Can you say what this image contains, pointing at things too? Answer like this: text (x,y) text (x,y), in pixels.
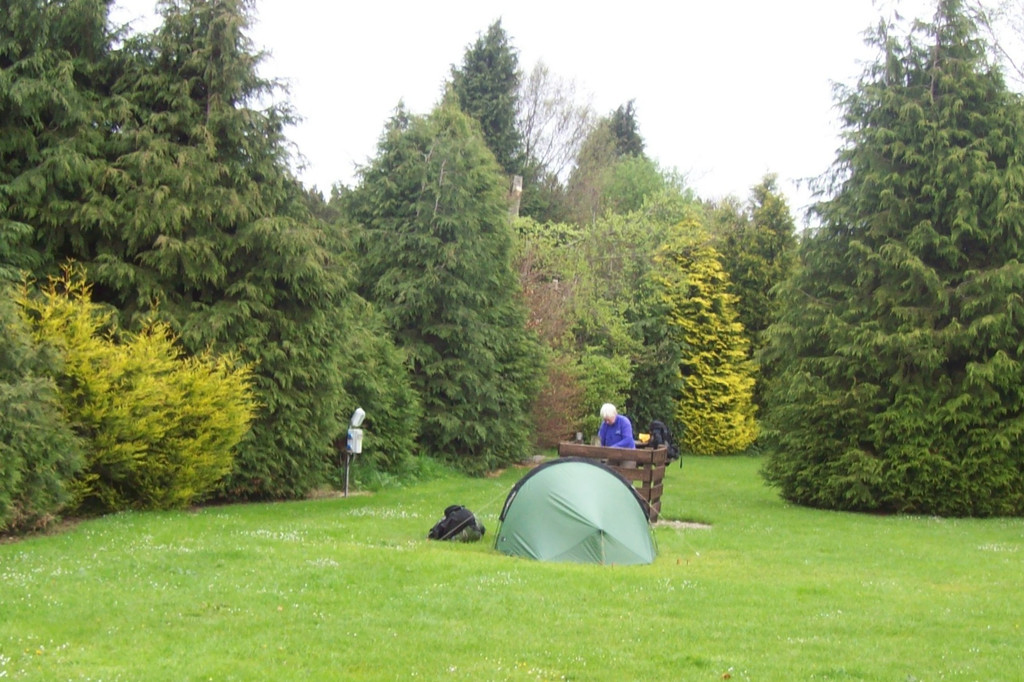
In this picture I can observe small tent (507,522) on the ground (415,568) in the middle of the picture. I can observe some grass (454,559) on the ground (607,608). There are some trees (503,351) in this picture. In the background (425,85) I can observe sky (724,77).
